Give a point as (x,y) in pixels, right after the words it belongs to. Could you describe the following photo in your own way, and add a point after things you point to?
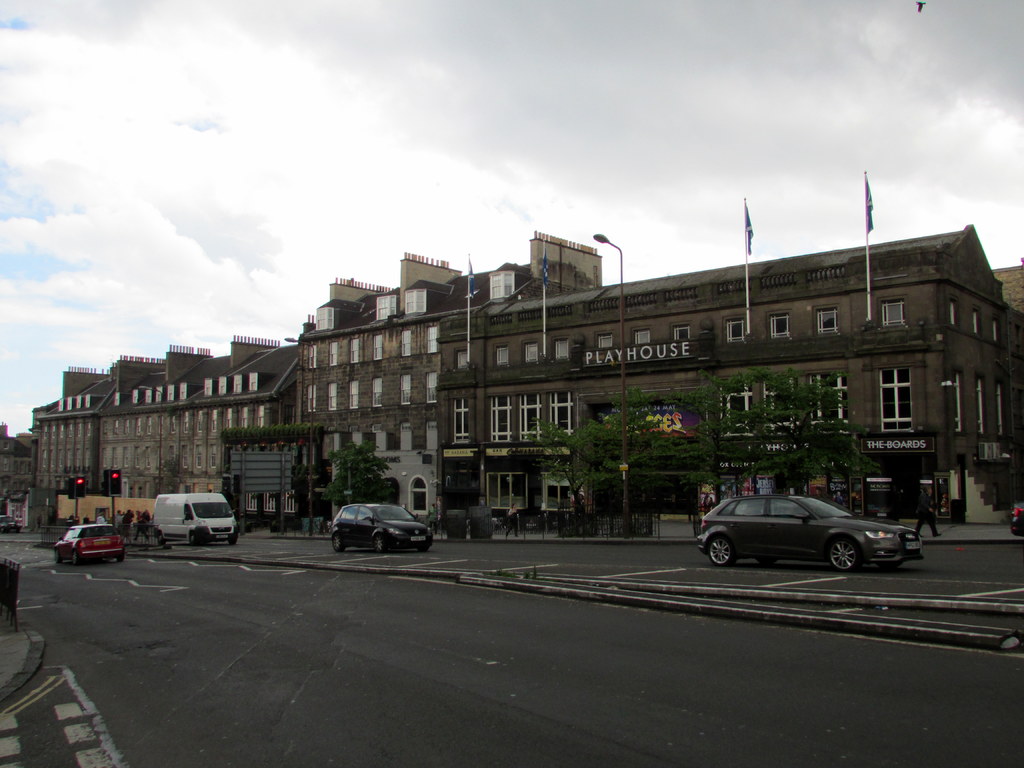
This image is taken outdoors. At the top of the image (251,140) there is the sky (272,119) with clouds (531,85). At the bottom of the image (317,702) there is a road (224,709). In the middle of the image (458,368) there are a few buildings (248,425) with walls (903,356), windows (503,488), doors (657,494) and roofs (348,301). There are a few poles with street lights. There are four flags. There are a few trees (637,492). A few people (145,517) are walking on the sidewalk (991,523). There are two signal lights (118,481). A few vehicles (215,531) are moving on the road (34,617).
